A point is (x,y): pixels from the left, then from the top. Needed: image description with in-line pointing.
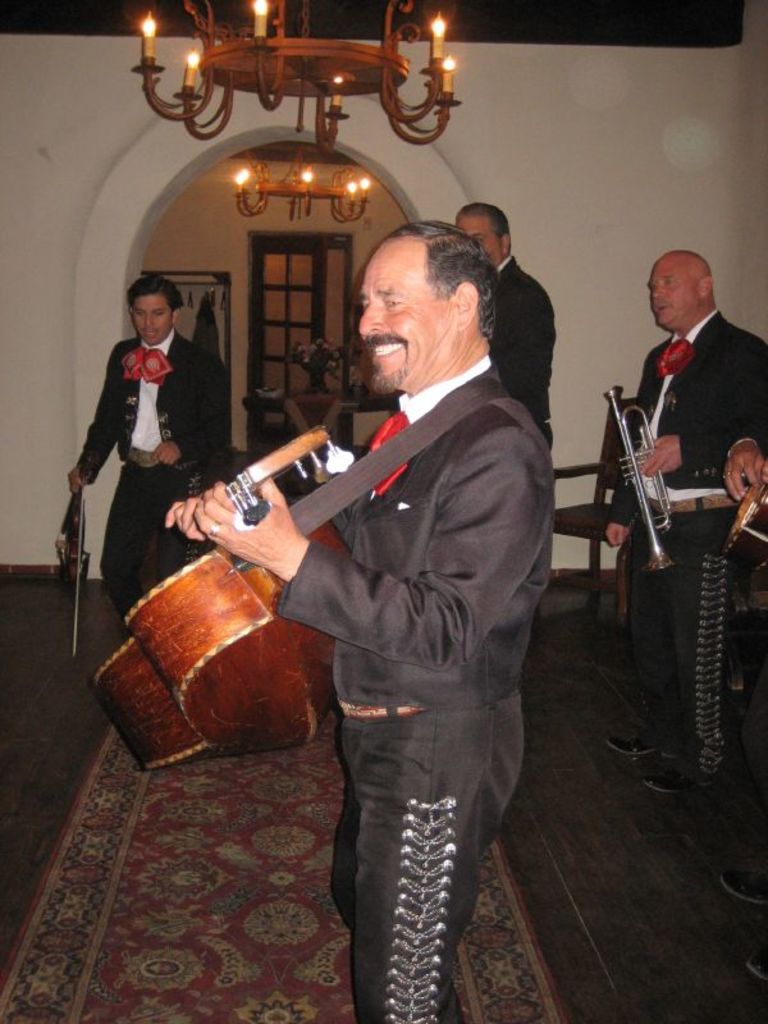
In this picture we can see a group of people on the floor (600,798), here we can see musical instruments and in the background (606,590) we can see a wall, lights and some objects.
